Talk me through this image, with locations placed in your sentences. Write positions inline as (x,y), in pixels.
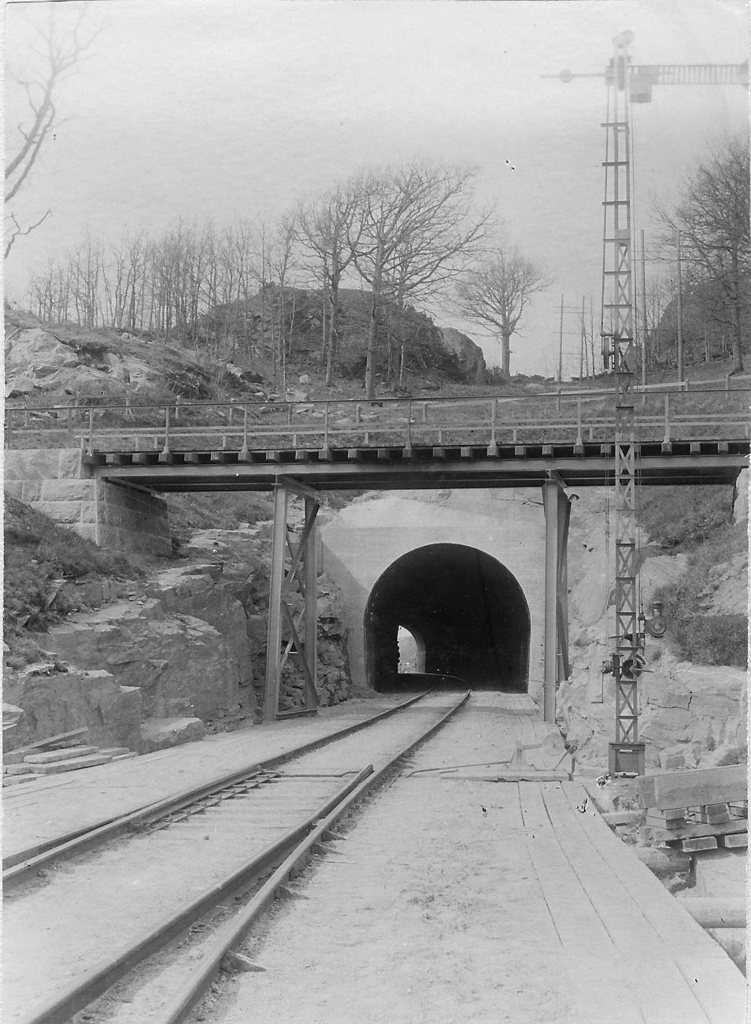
In this image I can see a railway track (268,820). At the top (145,183) I can see a bridge (419,454), the trees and the sky (268,164).
